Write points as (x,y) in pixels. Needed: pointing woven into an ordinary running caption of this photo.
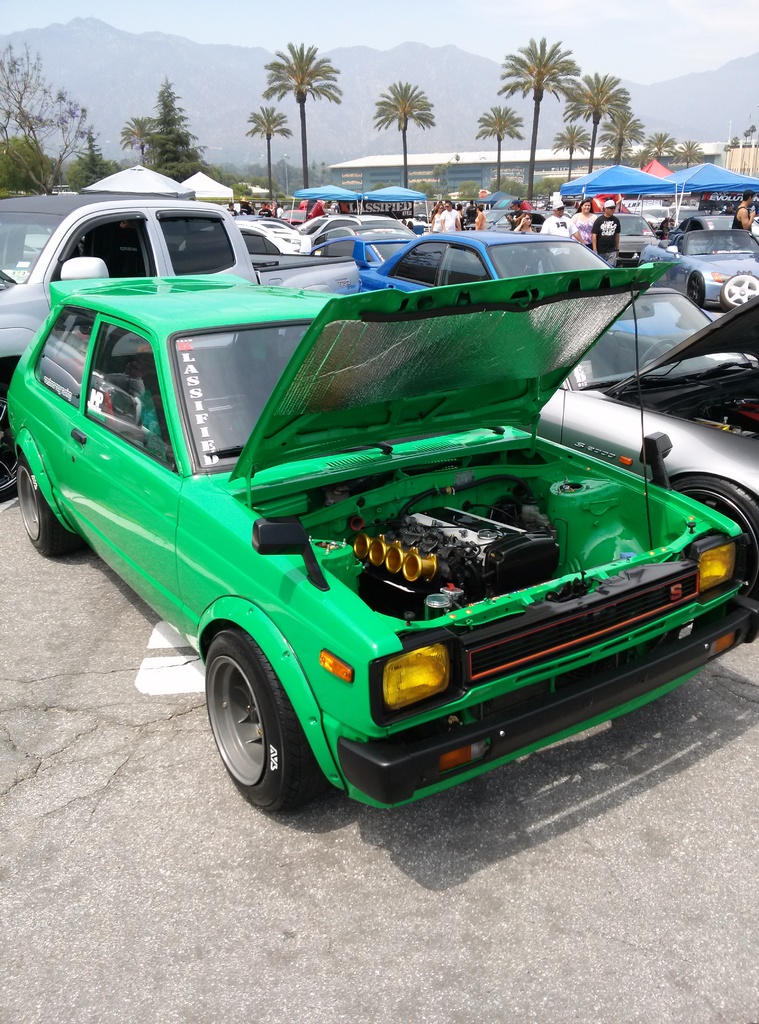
There are different types of cars (103,277), which are parked. These are the canopy tents (415,197). I can see few people (573,222) standing. These are the trees (79,167). In the background (363,173), that looks like a building (471,176). I think these are the mountains (170,45).
